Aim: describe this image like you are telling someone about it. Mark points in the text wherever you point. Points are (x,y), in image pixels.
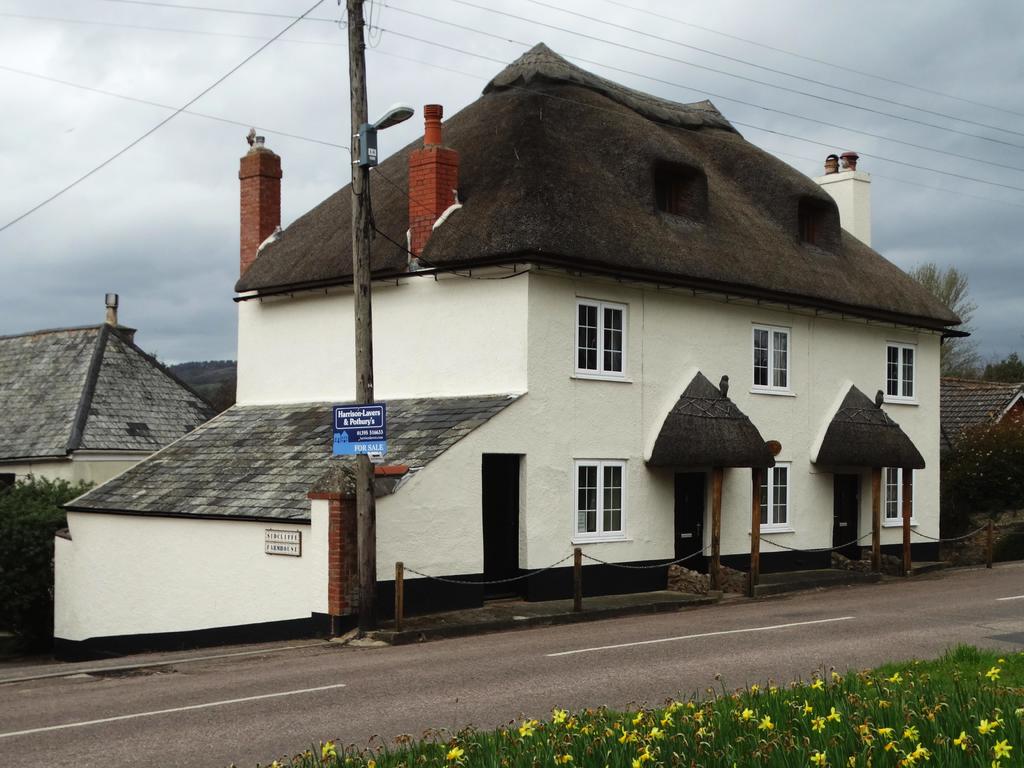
In this image there is the sky (191,98) towards the top of the image (917,63), there are houses (701,420), there are windows (598,322), there are doors (846,500), there is a pole (359,120), there is a street light (403,113), there are boards (354,413), there is text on the board (343,429), there is road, there are plants (741,747) towards the bottom of the image (702,737), there are flowers (914,727) towards the bottom of the image (734,717).
